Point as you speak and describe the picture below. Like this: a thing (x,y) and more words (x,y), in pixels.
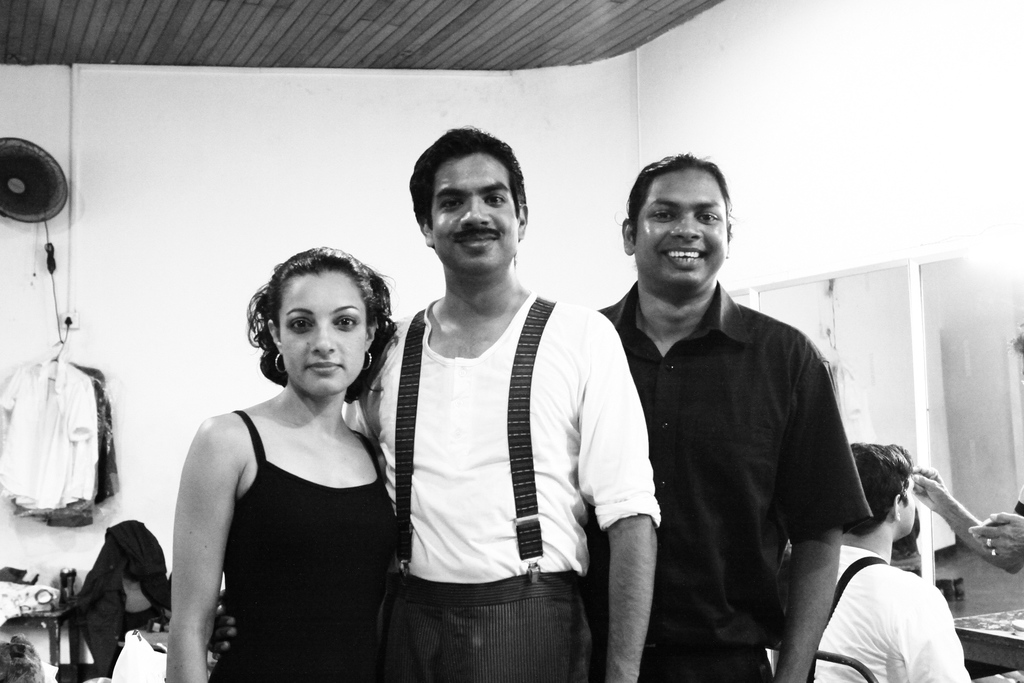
In this picture there is a man (487,326) who is wearing a white t-shirt (485,380) and trouser (489,634). Beside him we can see a woman (283,446) is wearing black dress (286,559). On the right (896,658) there is a man (860,655) who is sitting on the chair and here we can see another man (975,536) who is doing makeup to this person's face (906,531). On the right (945,376) we can see mirrors (906,337) on the wall (945,196). On the top (434,28) we can see wooden roof (422,25). On the left (48,165) there is a fan (67,187) and clothes (71,395) which are hanged on the wall (87,331). On the left (11,616) we can see many clothes (98,610) on the table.
